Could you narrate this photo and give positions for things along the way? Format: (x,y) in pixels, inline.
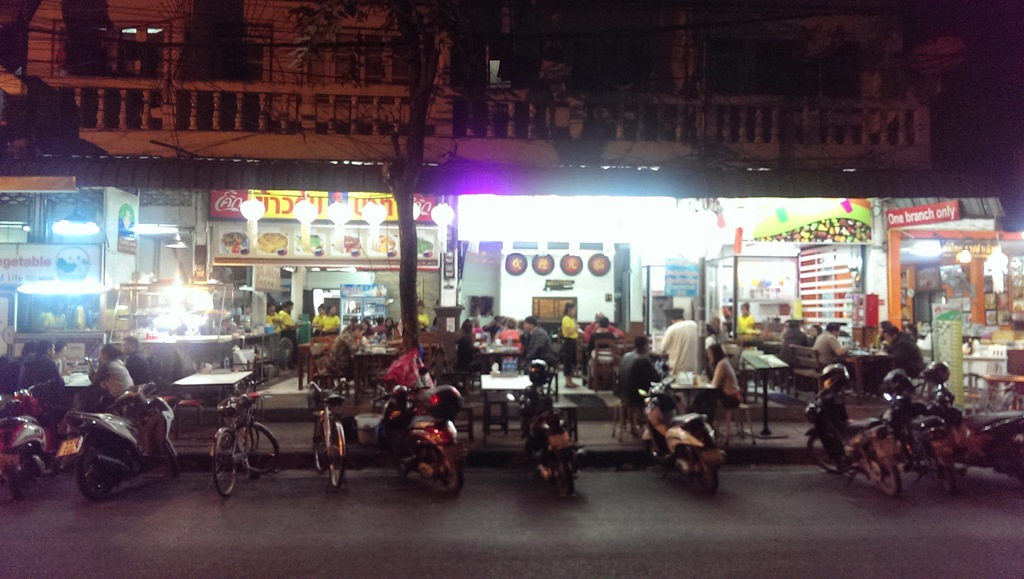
In this image I can see few vehicles (44,423) and few bicycles (249,397). In the background (526,363) I can see number of people (530,349) where few are standing and rest all are sitting on chairs (311,375). I can also see few tables (522,375), few boards (66,278), few lights (970,252), a tree (424,38), a building (553,128) and on these boards (489,216) I can see something is written.
